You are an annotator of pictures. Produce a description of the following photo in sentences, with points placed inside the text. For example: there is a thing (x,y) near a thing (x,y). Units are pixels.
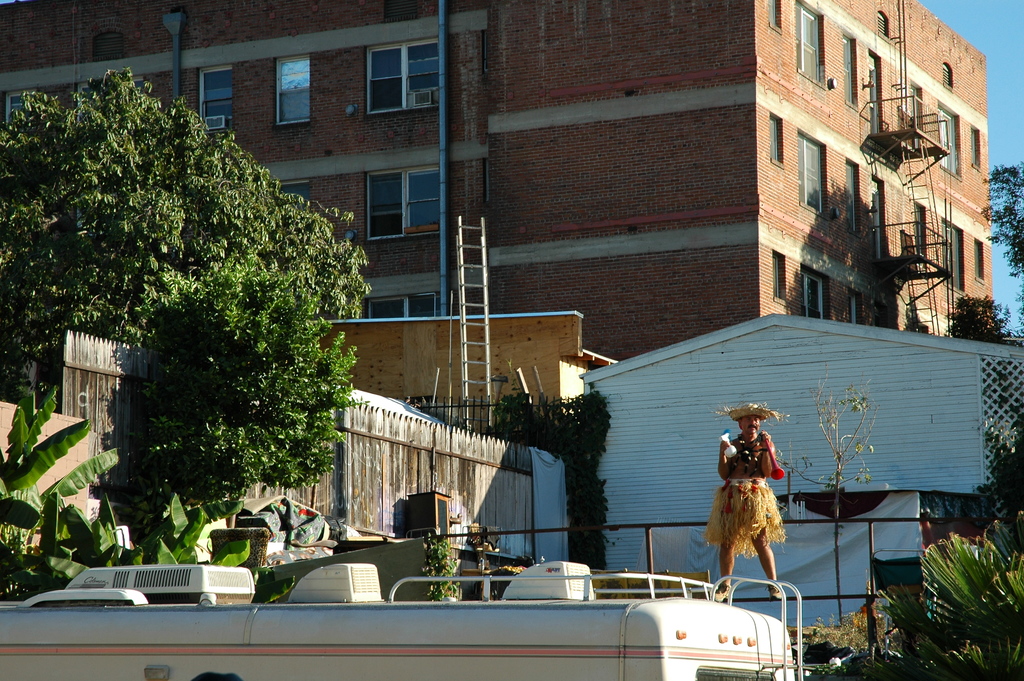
In this image on the right (756,462), there is a man (759,493), standing on the vehicle (764,634). At the bottom (681,608) there are trees (178,454), fence (338,496), vehicle (437,621), ladder (461,394). In the background (482,346) there are buildings (821,217), wall (777,106), windows (776,125), glass (819,183), trees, ladder (931,217), sky (1000,76).
